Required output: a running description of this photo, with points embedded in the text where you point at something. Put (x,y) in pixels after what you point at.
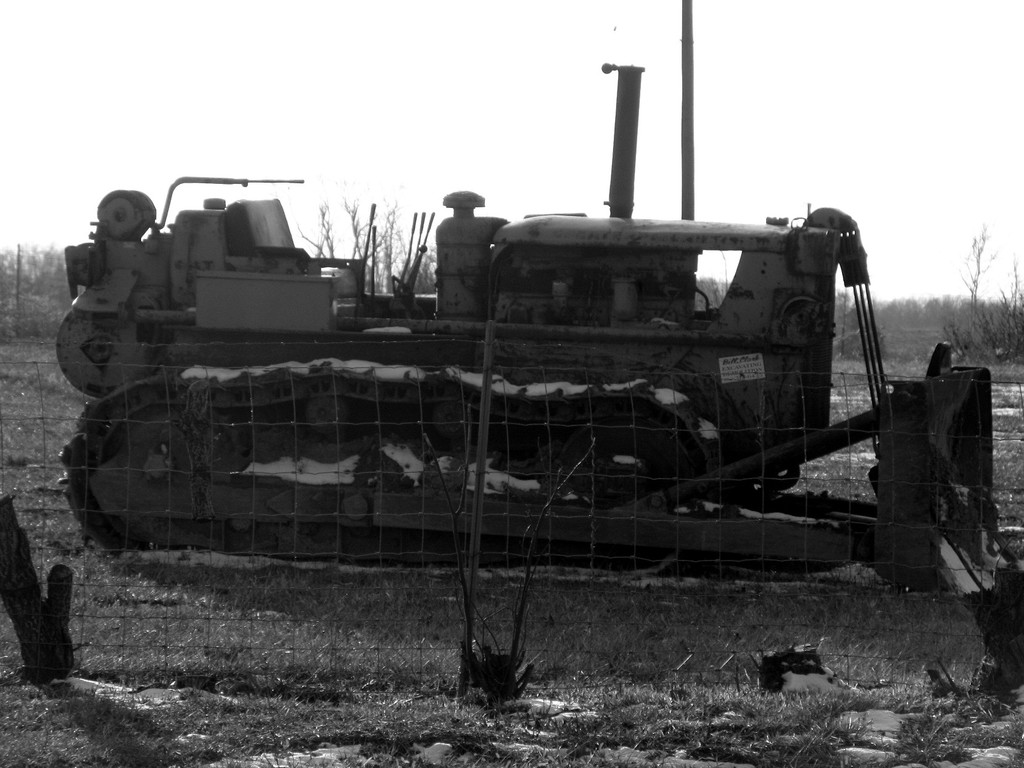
In this black and white image there is a vehicle (283,449) and net fencing (432,441) in the foreground (488,478) and there are trees (966,284) and sky (554,154) in the background area (550,154).
